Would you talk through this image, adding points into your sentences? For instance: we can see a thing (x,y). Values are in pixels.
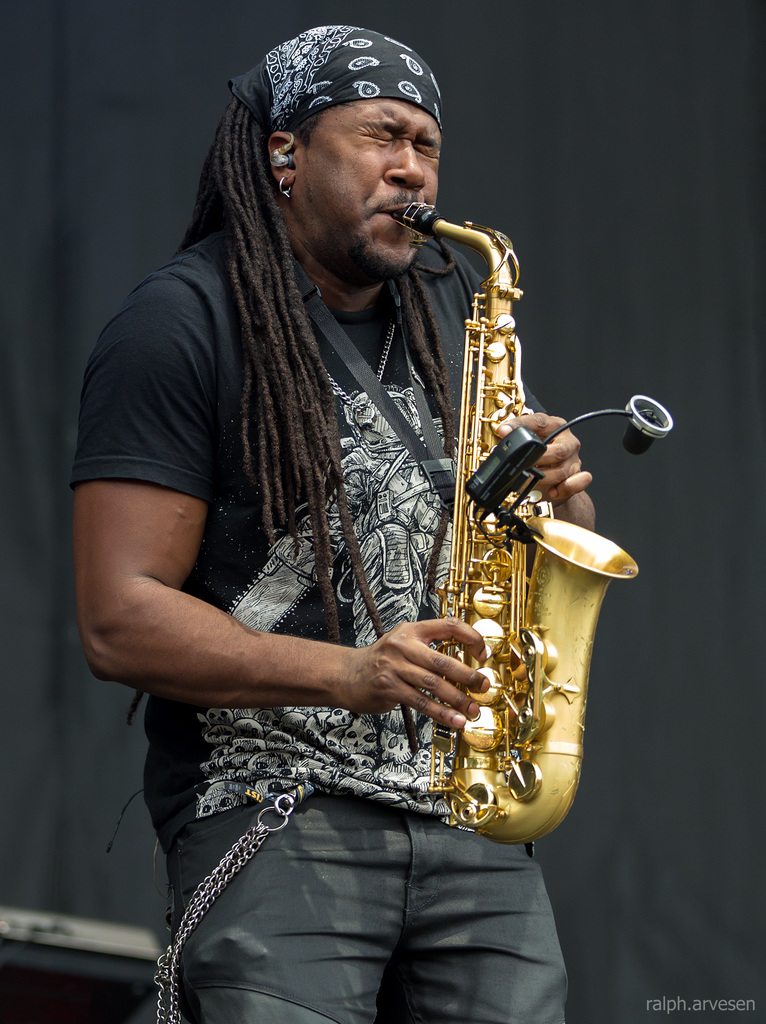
In this image I can see a man (228,635) standing facing towards the right side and playing a musical instrument (507,412). In the background (478,196) there is a black color curtain (713,409). In the bottom right (694,1008) there is some text (679,1005).
